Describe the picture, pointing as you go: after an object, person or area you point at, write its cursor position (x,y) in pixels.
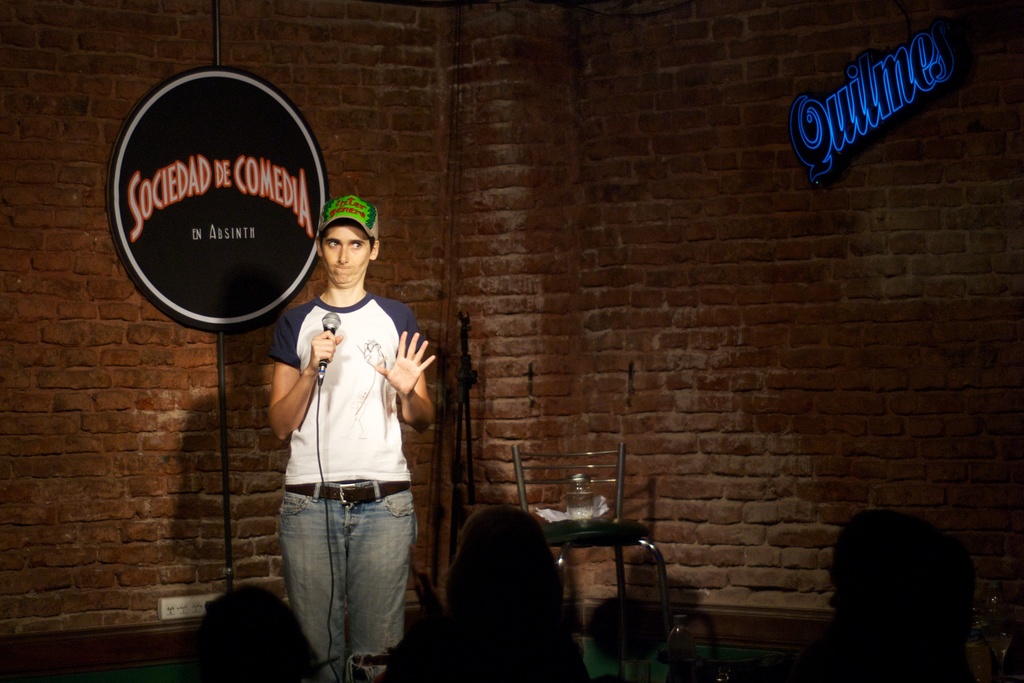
In this image there is a man (367,416) standing towards the bottom of the image (336,500), he is holding a microphone (336,323), he is wearing a cap (358,211), there is a wire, there are three persons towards the bottom of the image (903,644), there is a chair (618,590), there is an object (566,509) on the chair (596,541), there is a board (246,214), there is text (271,182) on the board (242,261), there is a stand (459,444), there is a brick wall (517,384), there is text (845,106) on the wall (716,200).
